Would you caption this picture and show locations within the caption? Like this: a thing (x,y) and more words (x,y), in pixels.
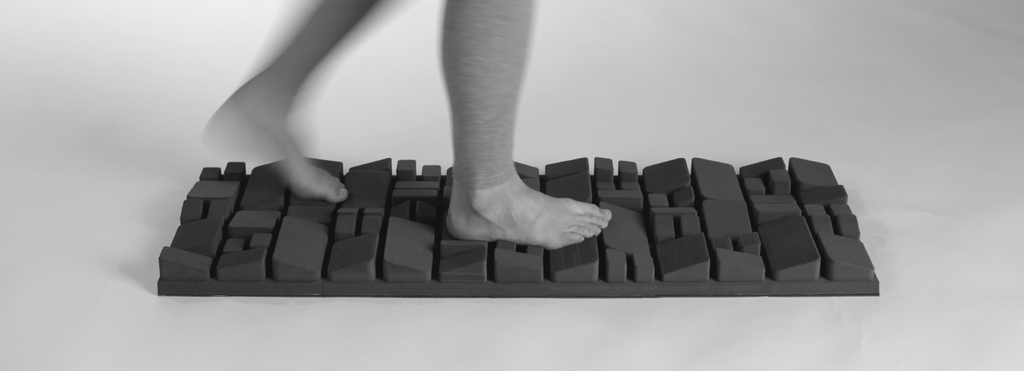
This is a black and white picture, in this image we can see the legs (273,116) of a person (507,198) on an object (648,228) and the background (838,136) is white.
